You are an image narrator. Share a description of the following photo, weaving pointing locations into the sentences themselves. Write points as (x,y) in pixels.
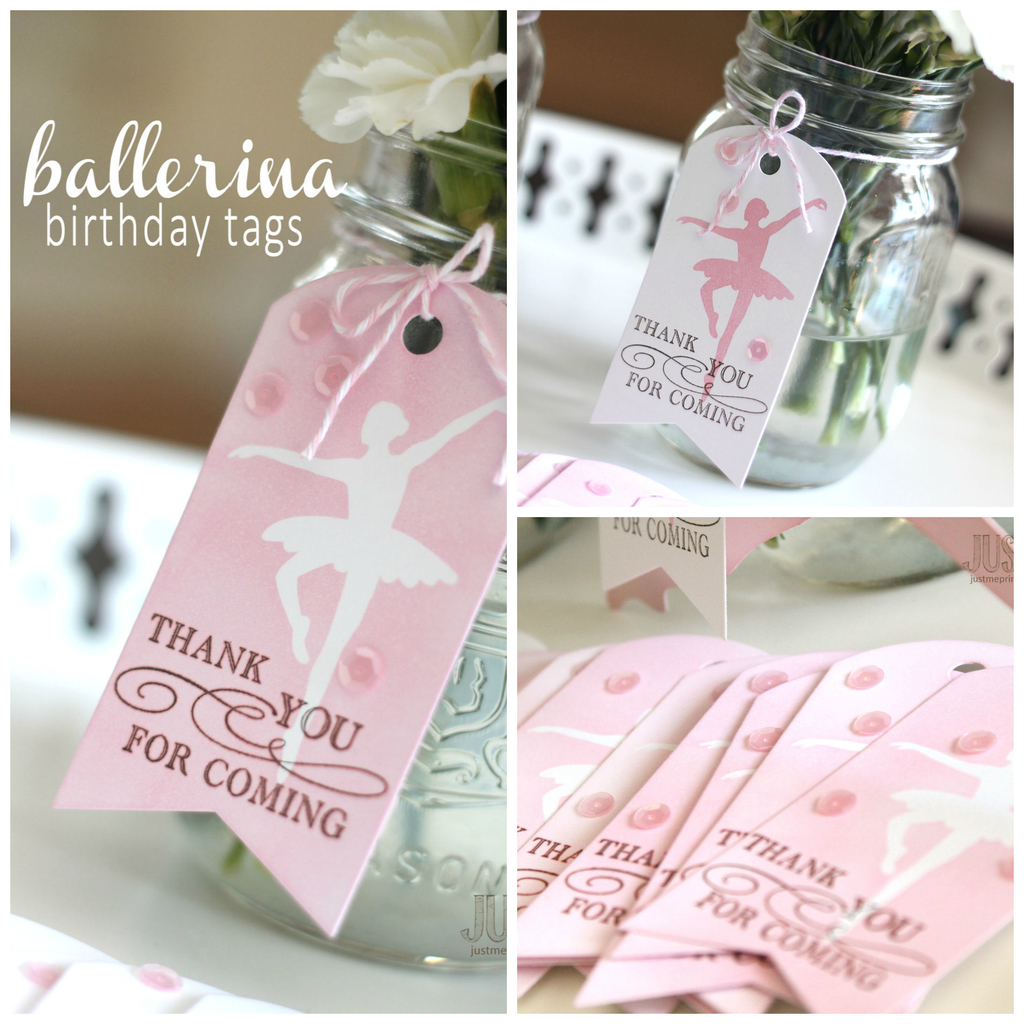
In the image we can see jar (784,406), in jar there is a flower (854,49). And it is tagged with one paper (368,485) and written as "Thank You For Coming".
